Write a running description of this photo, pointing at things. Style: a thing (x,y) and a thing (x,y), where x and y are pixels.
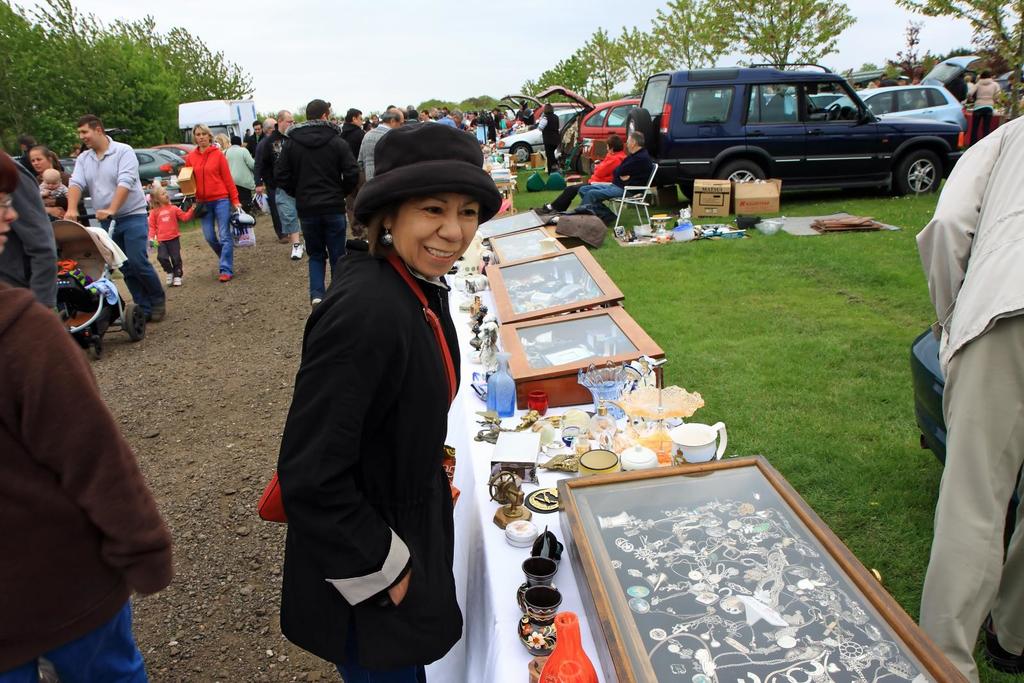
The woman (393,319) in front of the picture is standing and she is smiling. In front of her, we see a table (475,576) which is covered with white cloth (488,581). On the table (488,582), we see cups (532,560), glasses (607,434), wooden boxes (614,534) with glass lid (707,575) and some other things (607,448) are placed. Behind her, we see people (37,252) walking on the road (164,342) and we even see the baby trolley (114,304). Behind them, we see the cars (754,158) which are parked. On the right side (752,205), we see cartons boxes (711,200) and two people (633,166) are sitting on the chairs (636,193). There are cars (670,119) parked on the grass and we see the trees (202,92). There are trees (184,88) in the background (197,88). At the top (358,57), we see the sky (383,60).
